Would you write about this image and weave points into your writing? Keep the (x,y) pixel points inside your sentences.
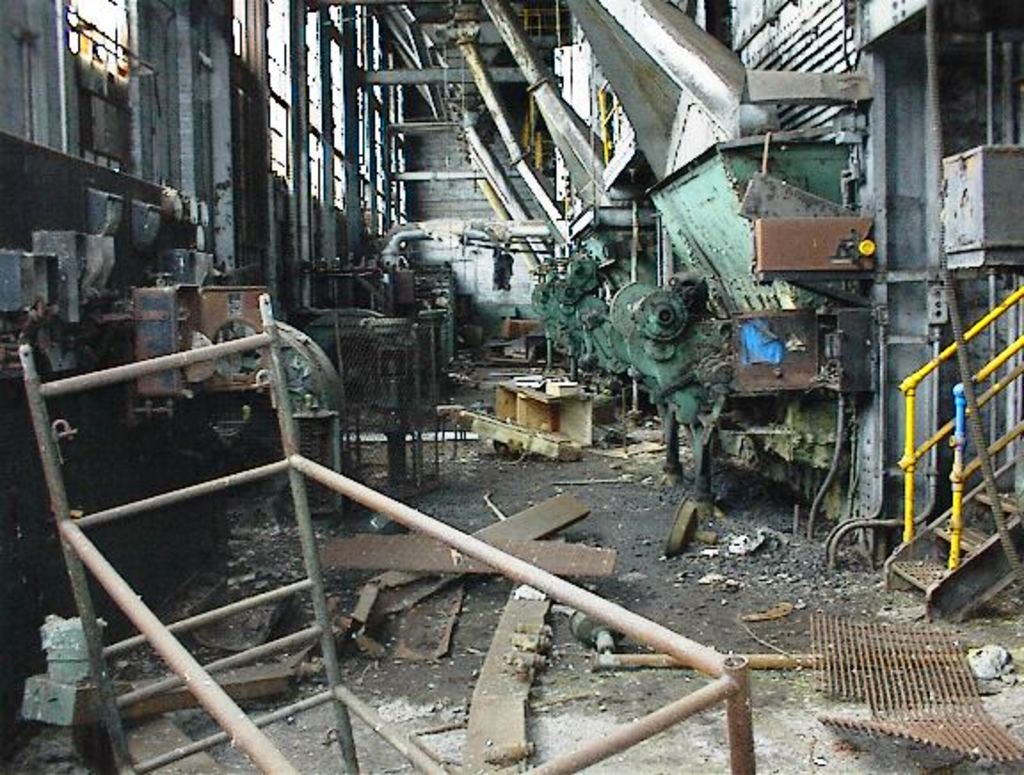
There is a old factory (489,274) with a machinery (573,308) located inside it. There are some windows (310,88) in this room (314,115). There is a railing (936,432) on the right side (954,534) and left side (86,267) there is some machinery (197,279). It is looking like its not using for a long time there was some wastage (523,515) on the floor (666,606).
